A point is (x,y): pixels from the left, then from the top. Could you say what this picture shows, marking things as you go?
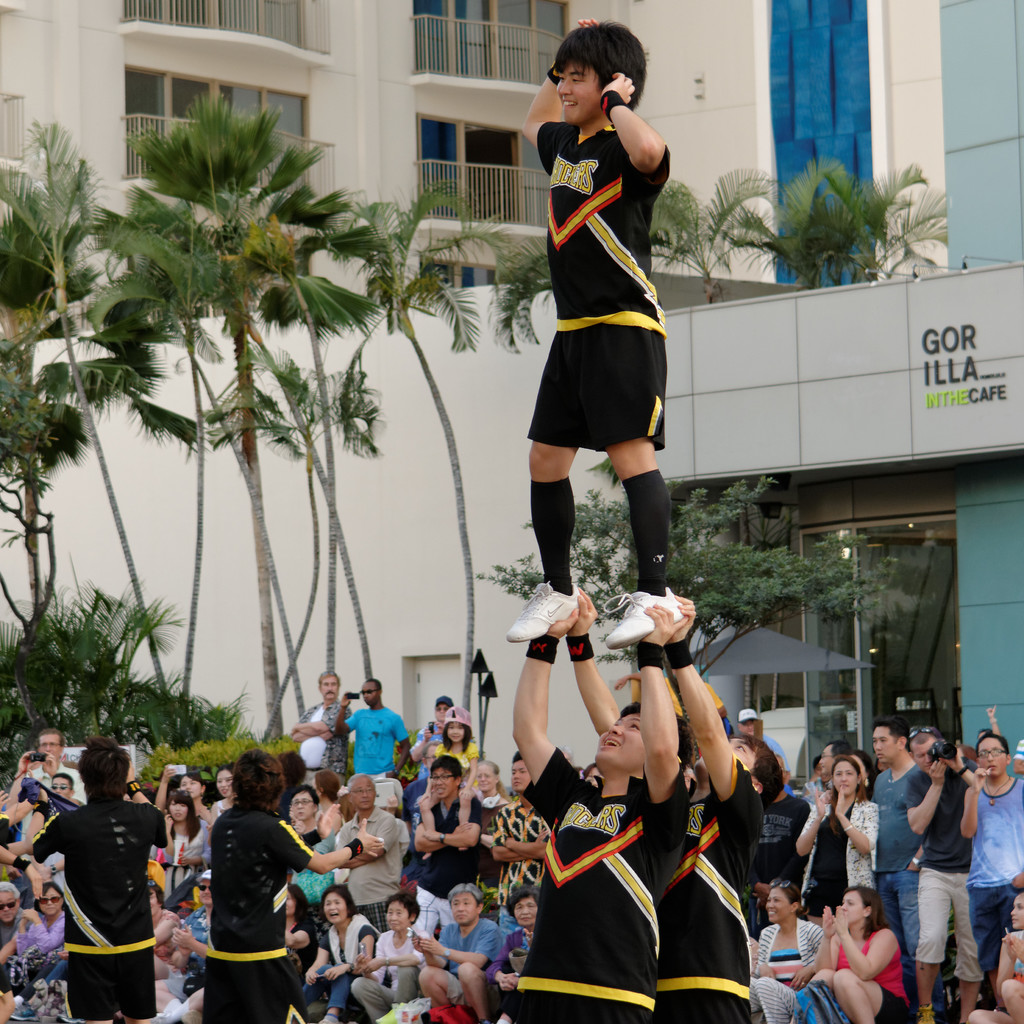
In this picture I can see there are two men (606,709) standing and there is a person (579,219) standing on them, there are two people (219,906) standing on the left (231,835), there are a few audience (202,936) around them, there are plants (158,700), trees (259,481) and buildings (974,87) in the backdrop (873,54).
